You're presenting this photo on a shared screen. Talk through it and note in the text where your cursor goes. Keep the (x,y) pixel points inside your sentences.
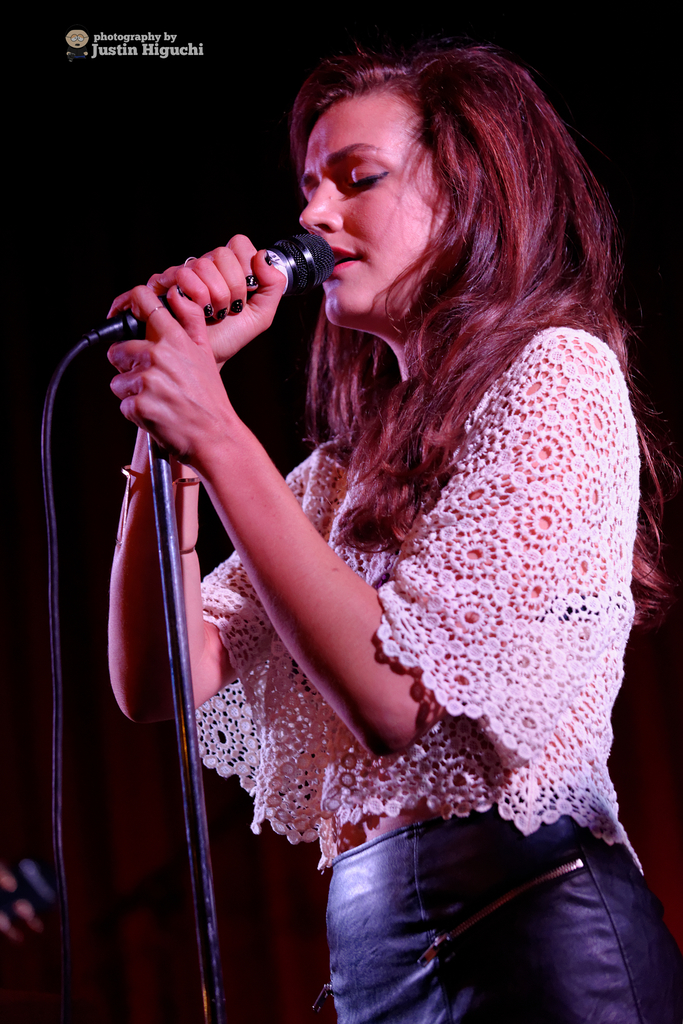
In this image i can see a woman (486,277) standing and singing in front of a microphone (319,254), she is wearing a white shirt (440,608) and black leather bottoms (488,996).
